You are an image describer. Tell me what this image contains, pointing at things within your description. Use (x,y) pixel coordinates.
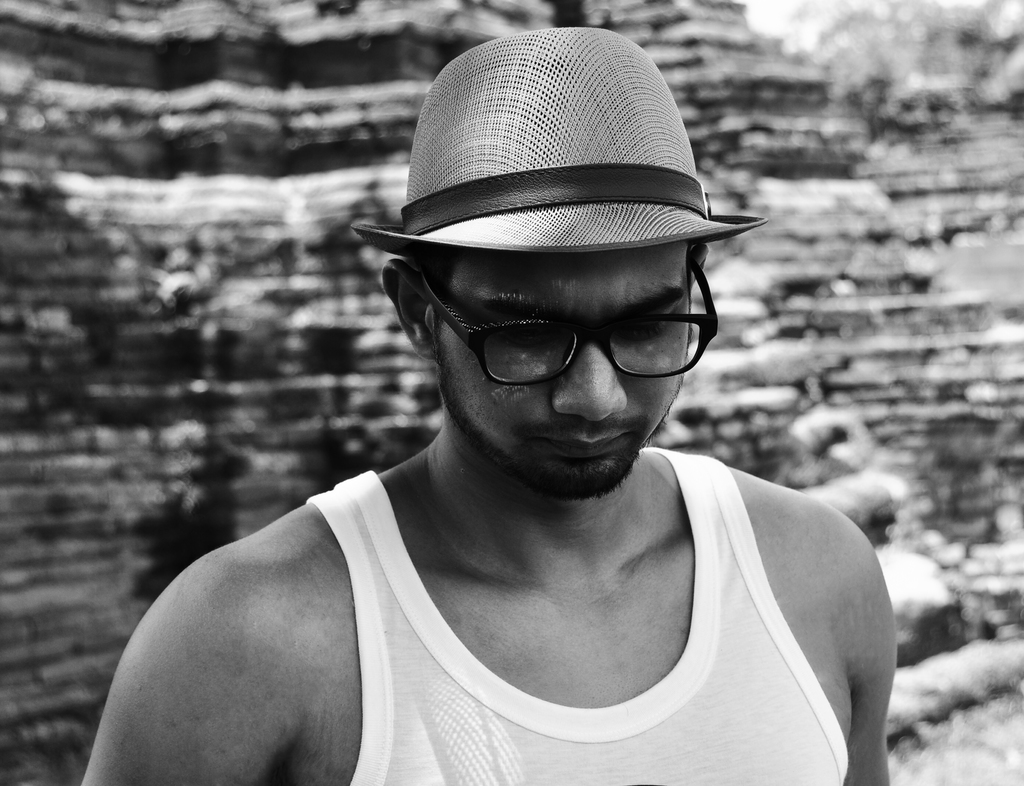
In this image I can see a person (366,699) with hat (566,68) and spectacles (562,339). And the background (769,161) is blurry.
